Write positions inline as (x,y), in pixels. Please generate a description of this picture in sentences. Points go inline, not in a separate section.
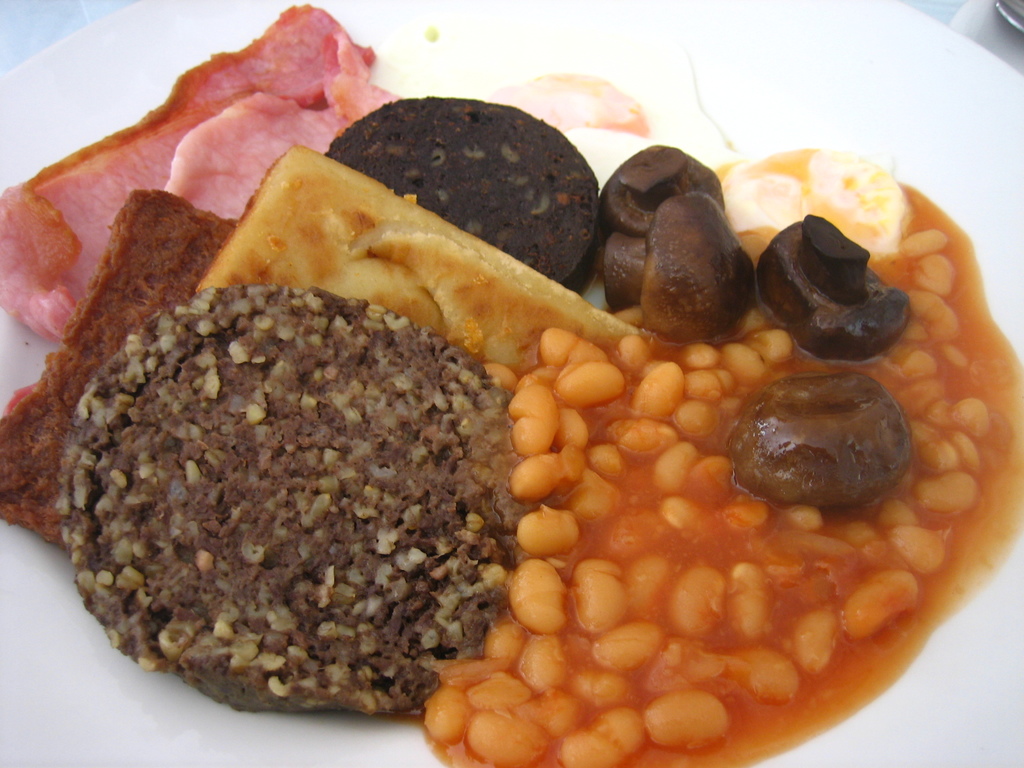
In this image we can see some food item (398,361) which is made with baked beans (573,492) and some bread (268,214).
